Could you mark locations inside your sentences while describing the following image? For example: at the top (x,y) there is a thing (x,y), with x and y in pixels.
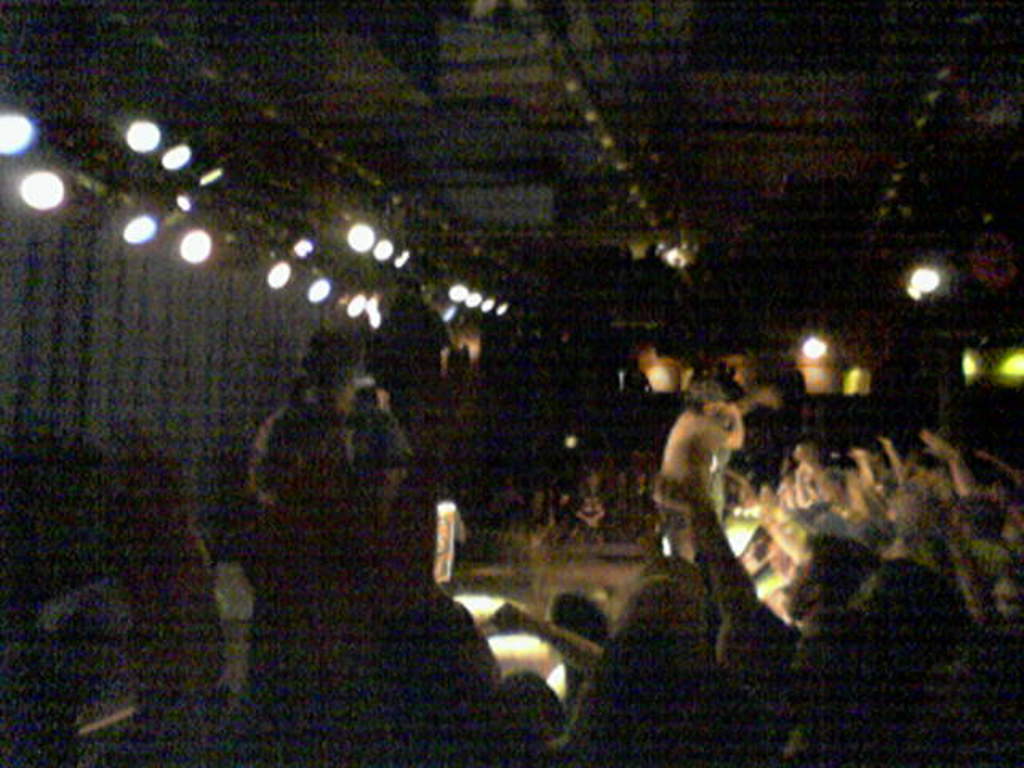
In this image we can see crowd (651,723) standing. In the center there is a person (346,504) standing. At the top (135,223) there are lights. In the background (444,350) there is a wall (278,354).
